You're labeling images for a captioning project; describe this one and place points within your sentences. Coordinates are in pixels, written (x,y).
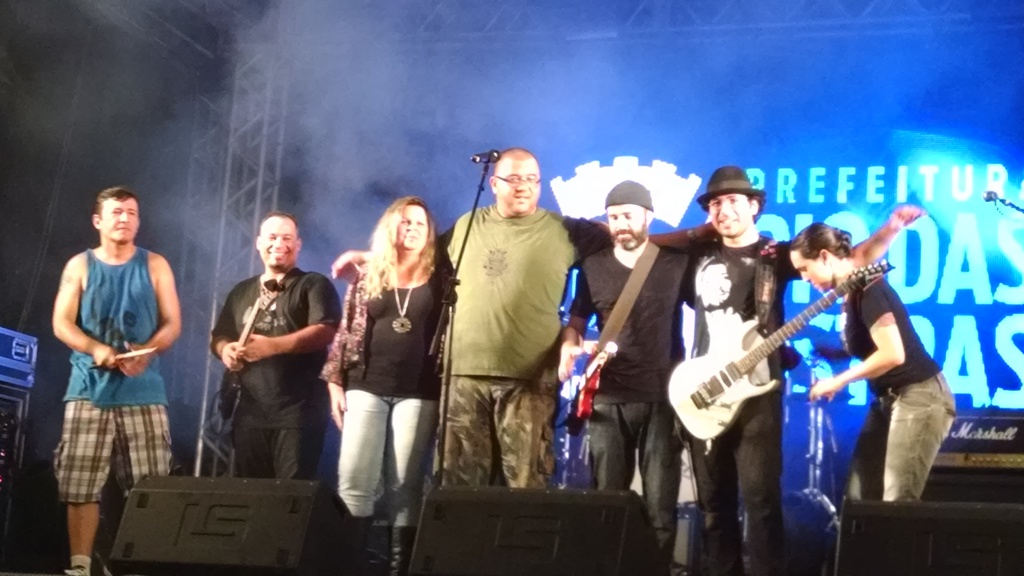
In the center of the image (511,292) we can see people (766,408) standing and three of them are holding guitars (238,384) and there is a mic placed on the stand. At the bottom (422,542) there are speakers (972,530). In the background (852,113) there is a board (602,182).
